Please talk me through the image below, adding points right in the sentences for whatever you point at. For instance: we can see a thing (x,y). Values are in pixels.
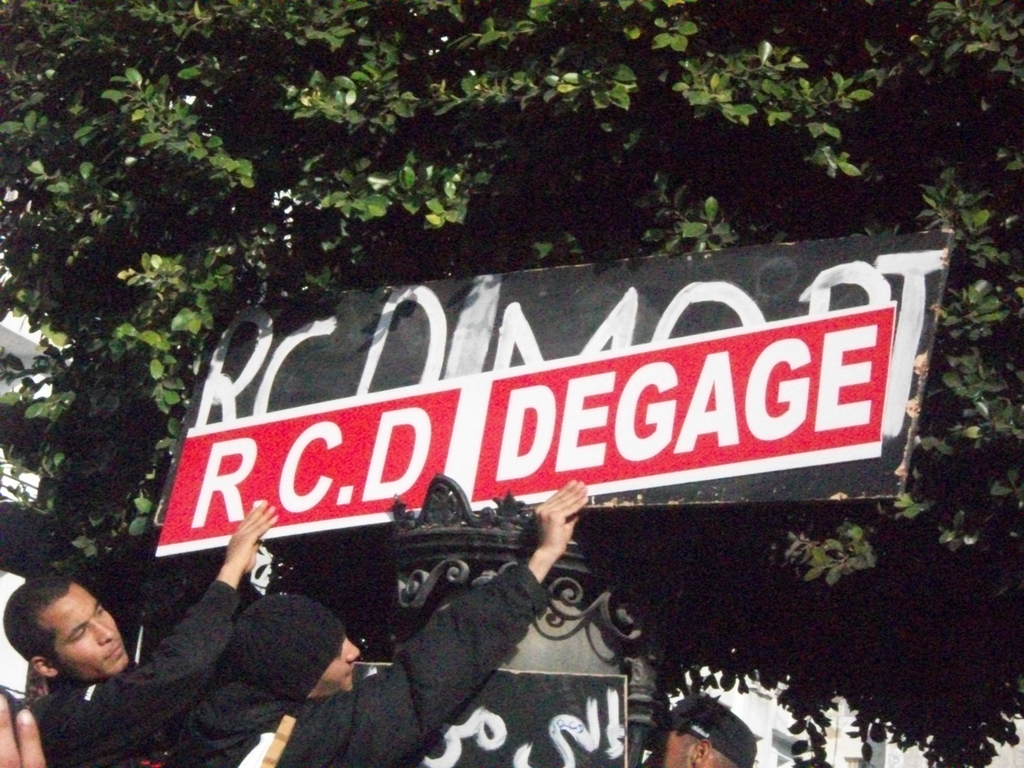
In this picture I can observe two men (270,642) holding a black and red color board (460,477) in their hands (540,518). I can observe text (335,441) on this board (567,431). In the background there are trees (498,157).
